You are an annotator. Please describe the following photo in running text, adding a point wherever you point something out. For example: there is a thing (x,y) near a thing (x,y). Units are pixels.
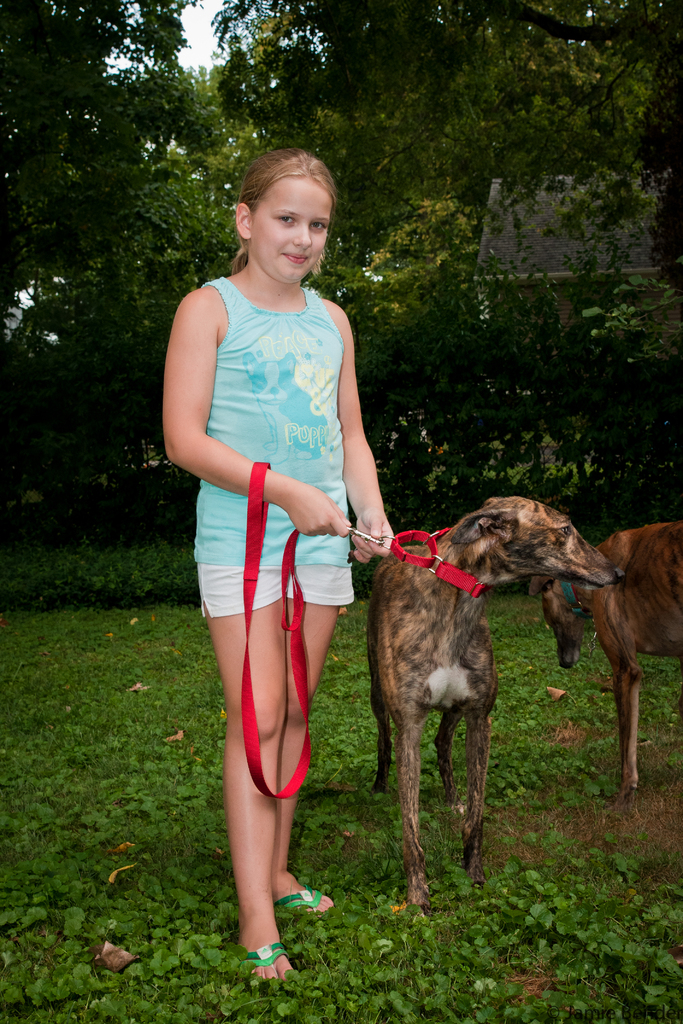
In this image I can see a person (317,442) is standing and holding a red colored belt (253,561) which is tied to the dog (485,577). I can see two dogs (473,700) and some grass (154,758). In the background (110,243) I can see a house (624,274), few trees (462,199) which are green in color and the sky (313,48).
